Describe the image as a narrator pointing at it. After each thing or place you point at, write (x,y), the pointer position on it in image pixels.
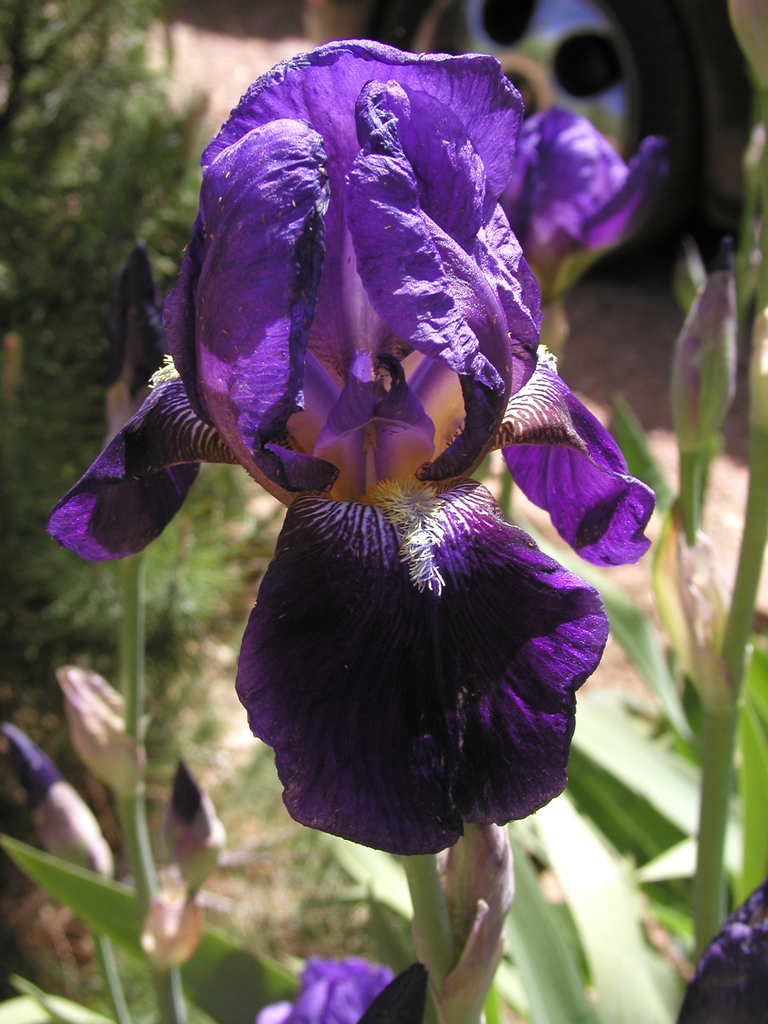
In this image we can see few plants (210,831). There are few flowers (425,572) to a plant (399,681). There is a vehicle (661,67) at the top right side of the image (676,67).
